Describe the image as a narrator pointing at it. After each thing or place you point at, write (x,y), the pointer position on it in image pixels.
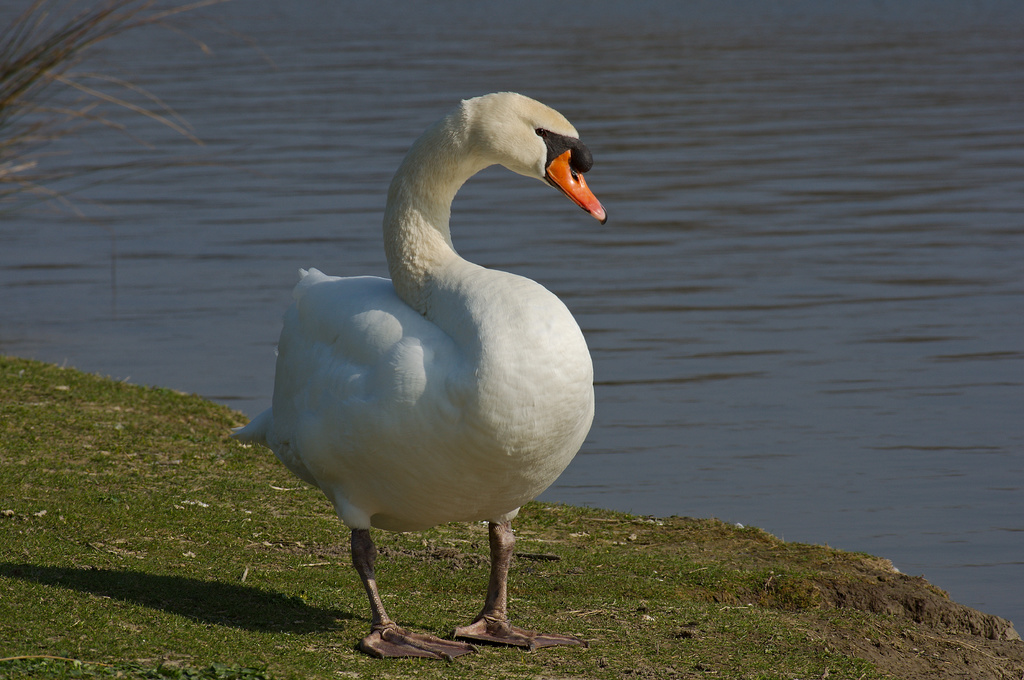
There is a swan (373,403) on the grass (625,649). In the background (732,209) there is water (211,192).
